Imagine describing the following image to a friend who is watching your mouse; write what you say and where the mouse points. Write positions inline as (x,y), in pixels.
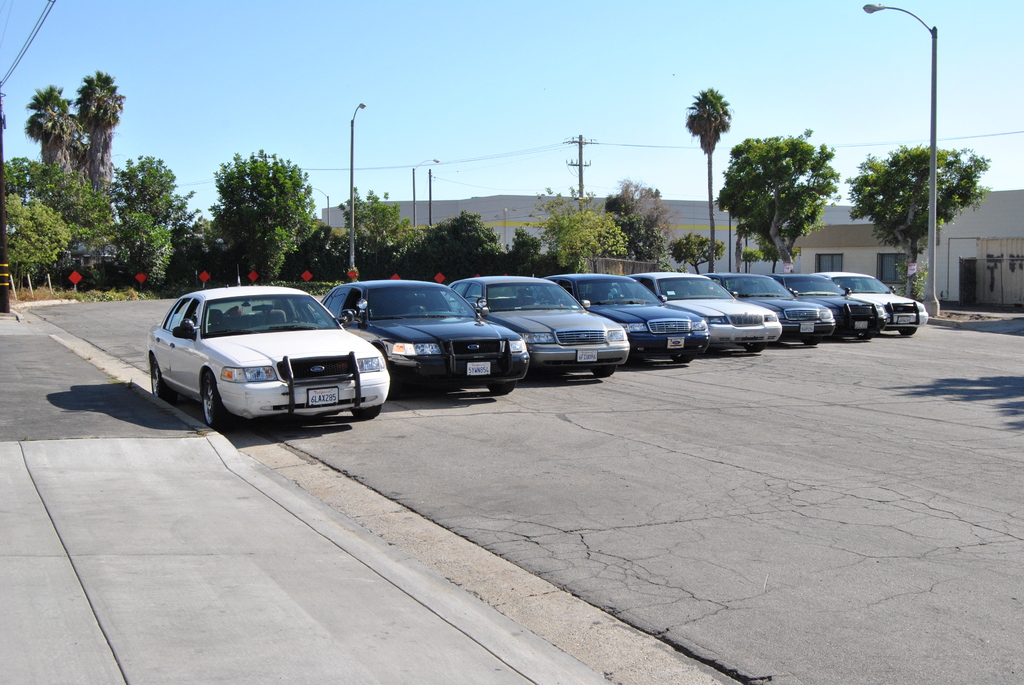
In this image, we can see some trees (639,216) and poles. There are cars (544,312) in the middle of the image (527,321). There is a building (937,261) on the right side of the image (920,261). There is a sky (551,178) at the top of the image (428,43).
